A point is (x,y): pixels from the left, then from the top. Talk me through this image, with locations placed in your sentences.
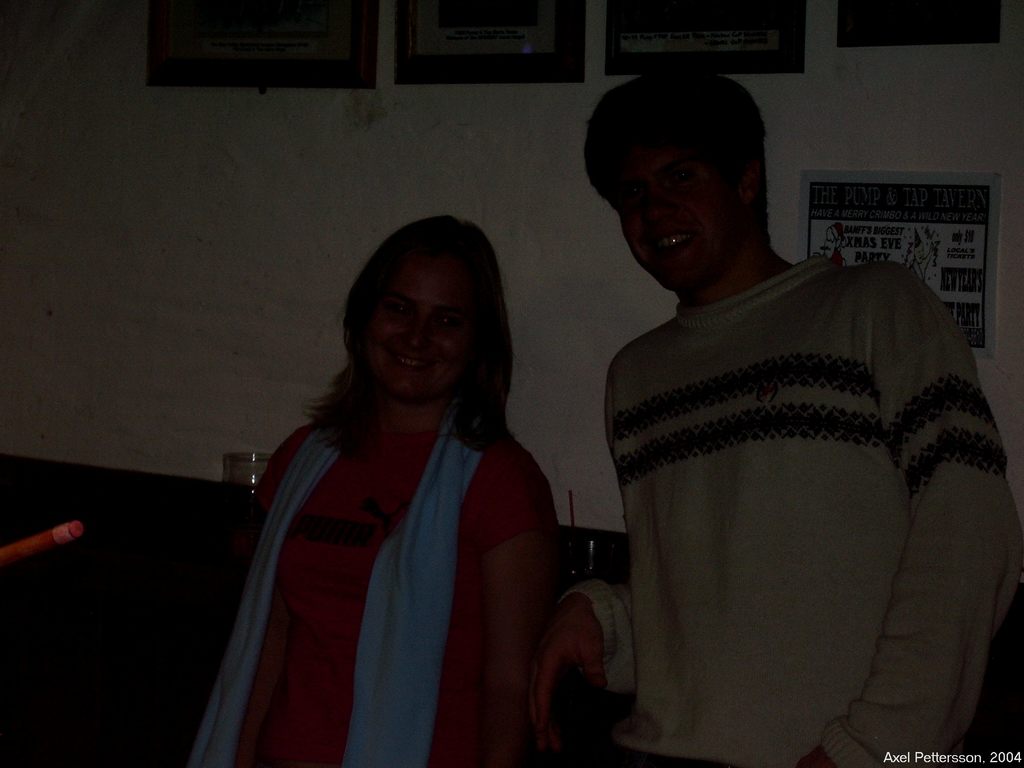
In this image we can see male person (727,430) wearing grey color sweater (700,426), female (381,518) wearing red color T-shirt (507,454) standing and in the background of the image (423,180) there is a wall (495,242) to which there are some paintings (988,31) attached.
